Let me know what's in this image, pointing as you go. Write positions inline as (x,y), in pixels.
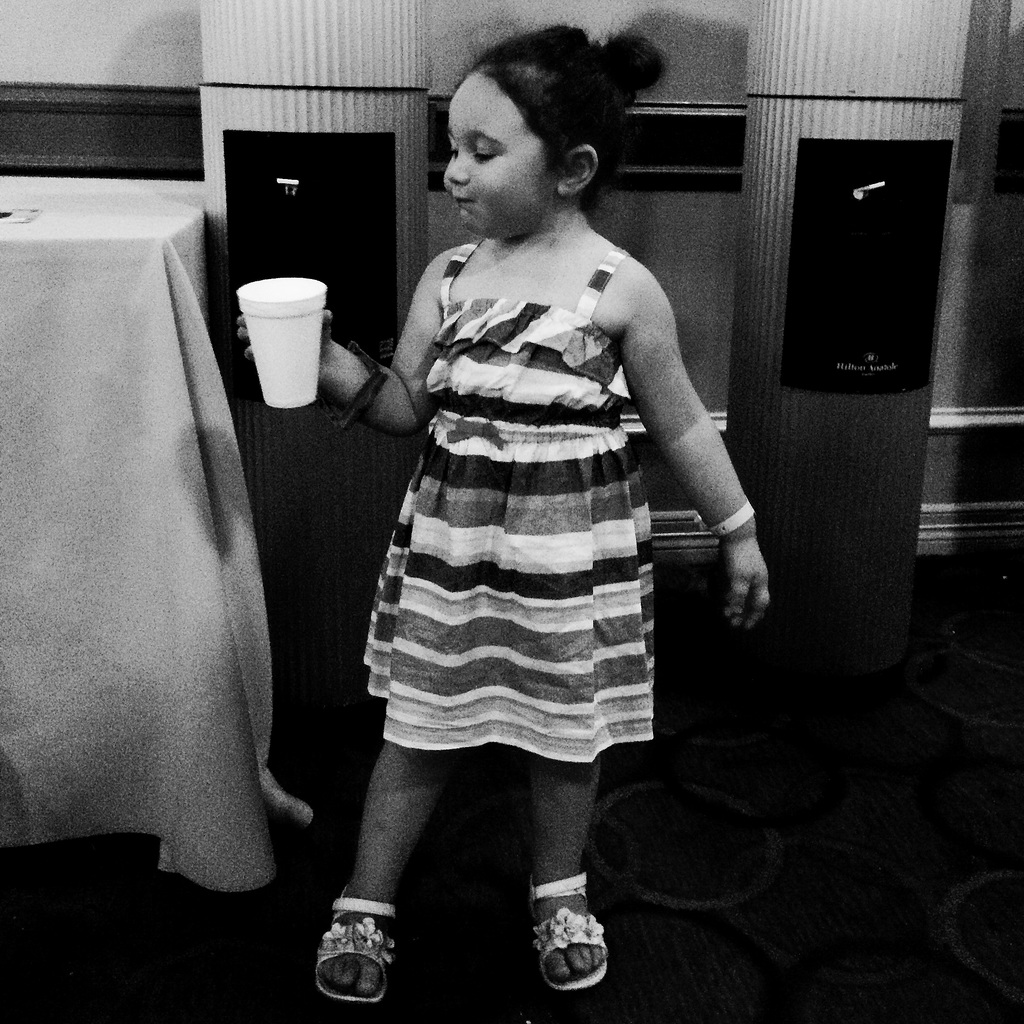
In this image I can see a girl (648,618) is standing and I can see she is holding a glass (305,334). I can also see this image is black and white in colour.
